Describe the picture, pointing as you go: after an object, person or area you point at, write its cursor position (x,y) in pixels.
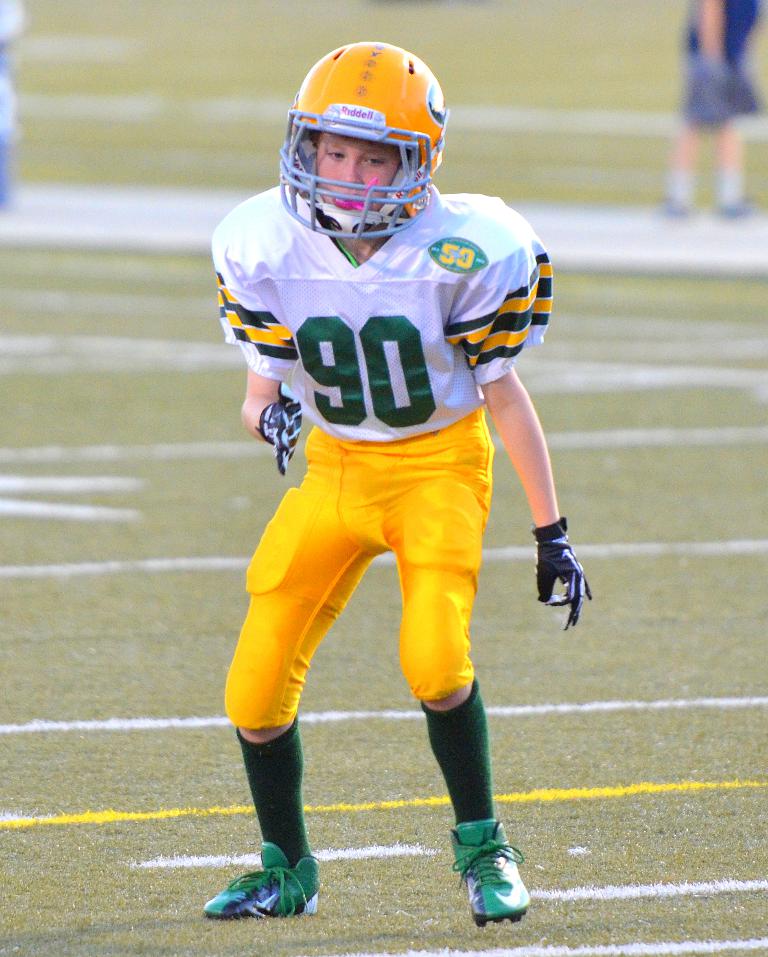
In this picture we can see a person (459,462) is standing in the front (411,442), this person (386,379) is wearing a helmet (358,197), gloves (556,538) and shoes (473,848), at the bottom (742,801) there is grass (685,677), we can see another person (681,146) in the background (727,136).
